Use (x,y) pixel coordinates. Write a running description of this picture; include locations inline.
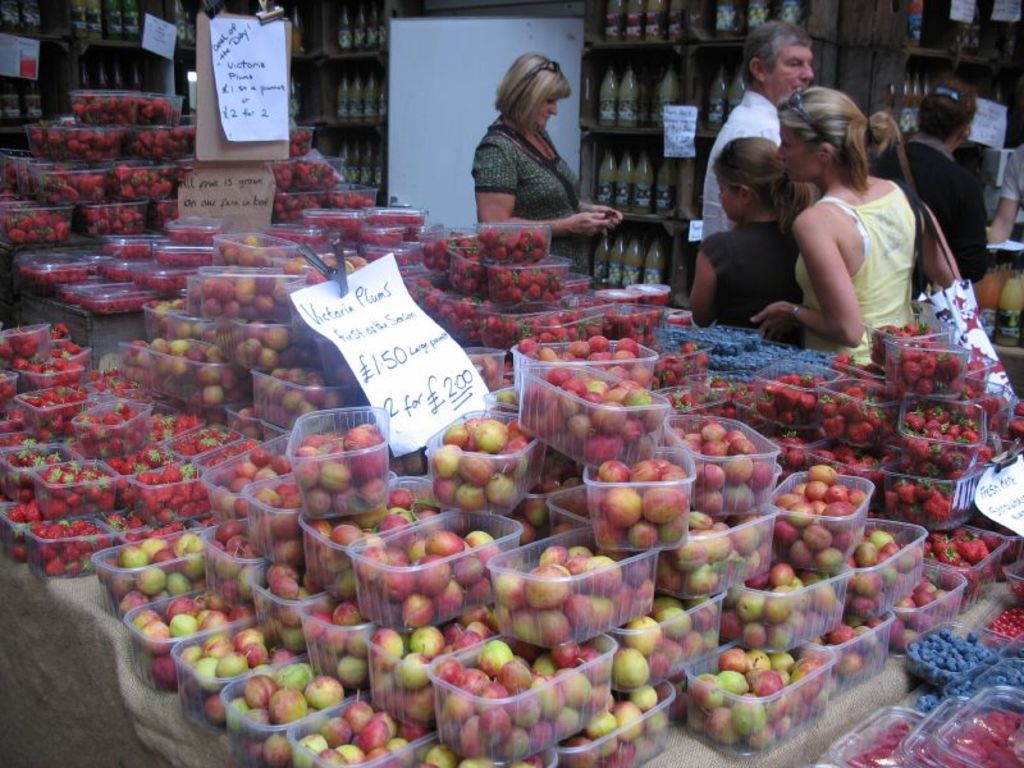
In this image we can see boxes (294,452) with fruits (494,244). Also there are papers (270,33) with text (383,363). And we can see few people (845,214). One lady (840,227) is wearing a bag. In the back (294,53) we can see bottles (790,21) in the racks (705,23).
